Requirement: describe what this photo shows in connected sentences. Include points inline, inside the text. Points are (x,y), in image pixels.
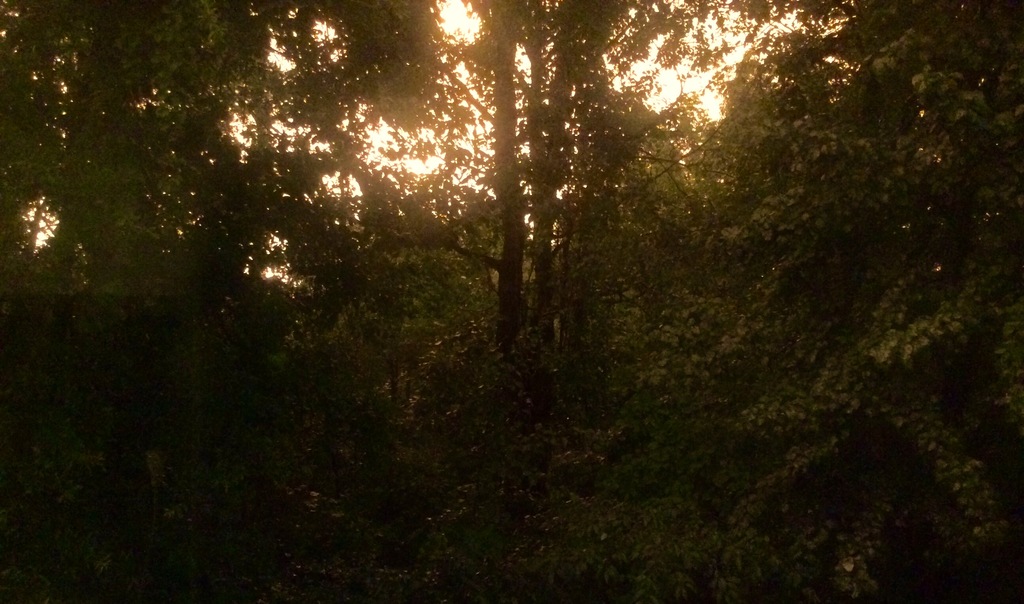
In this picture we can see trees (186,349) and in the background (680,83) we can see the sky (680,83).
